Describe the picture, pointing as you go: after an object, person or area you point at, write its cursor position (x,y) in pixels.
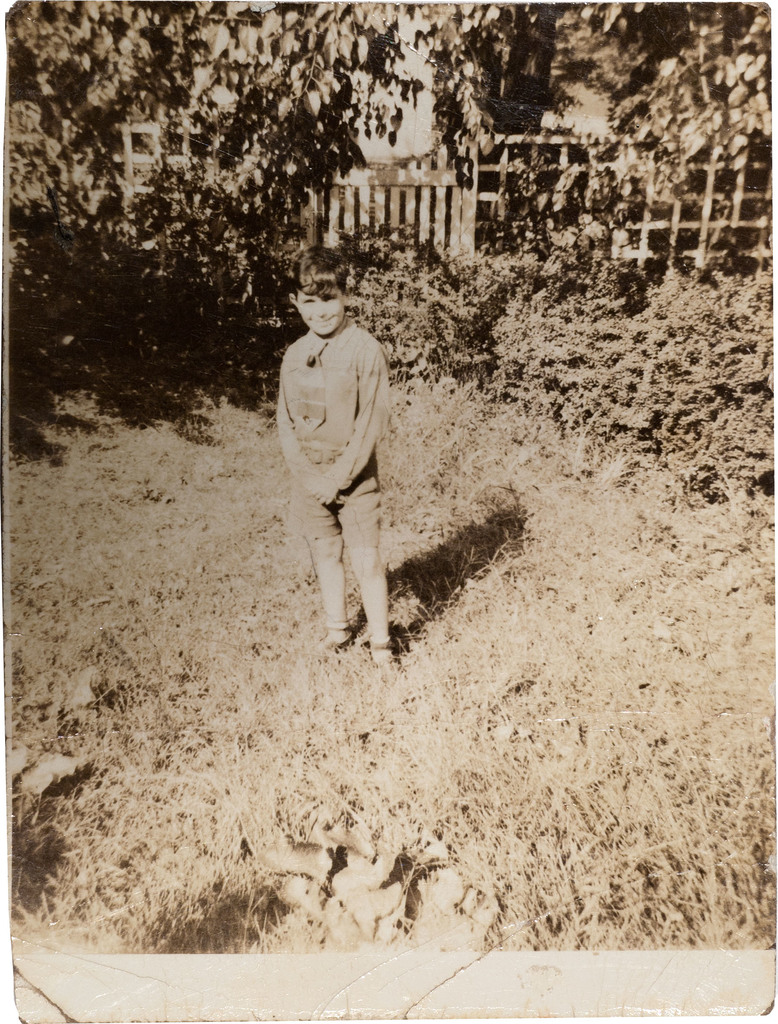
In this picture we can see a kid (315,517) standing here, at the bottom (591,691) there is grass (507,683), we can see trees (197,34) in the background (446,44).
